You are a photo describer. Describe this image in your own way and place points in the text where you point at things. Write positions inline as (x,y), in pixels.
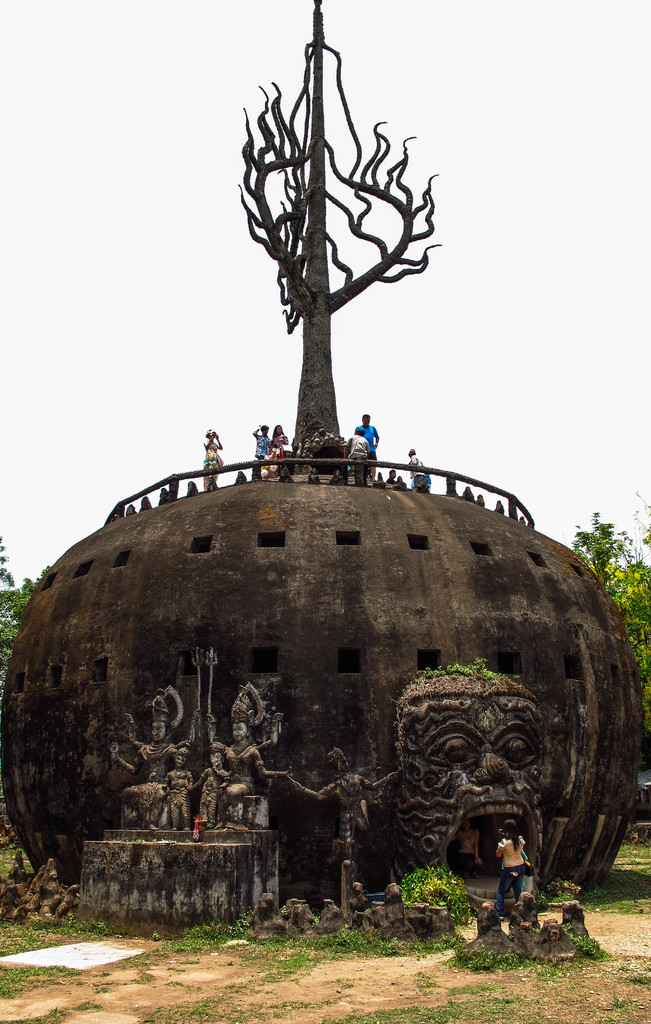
In this image there is a land (280,984), on that land (358,1005) there is a girl (508,858) standing, in the background (211,479) there is a monument (280,491), on top of it there are people (359,453) standing and there are trees (608,591) and the sky (471,278).
